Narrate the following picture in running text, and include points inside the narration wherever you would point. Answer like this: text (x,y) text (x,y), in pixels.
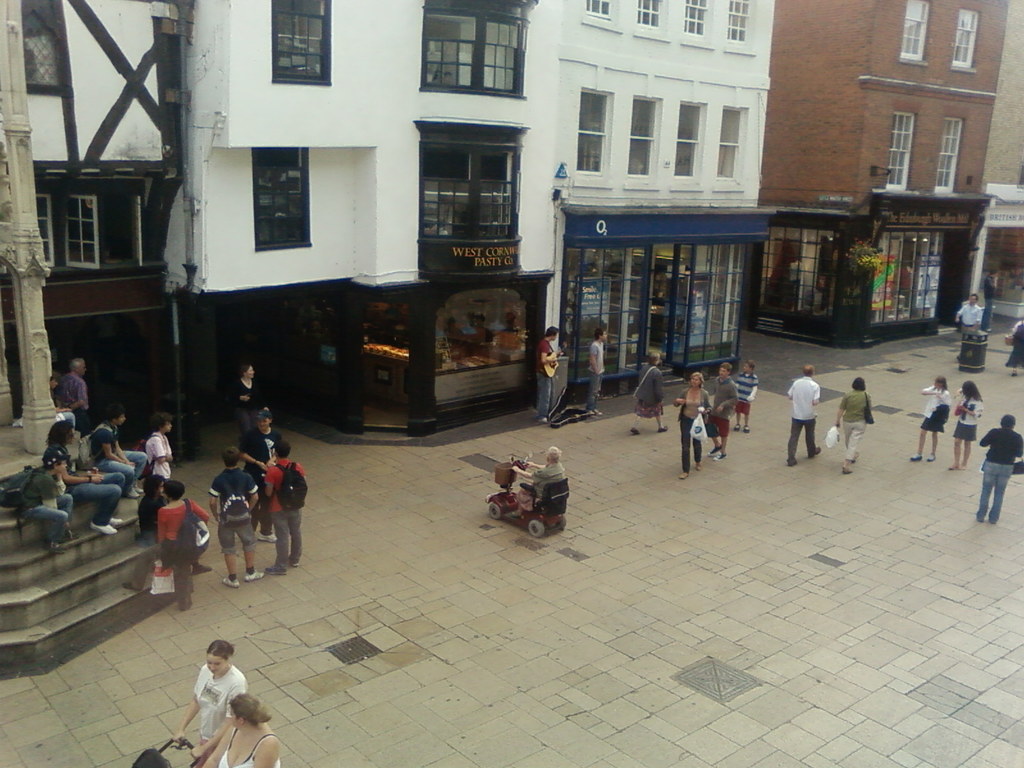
In this picture we can see buildings (824,148) in the background (540,145), there are some people (971,423) walking at the bottom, on the left side (111,470) there are some people (246,468) standing and some people (111,470) sitting on stairs (121,549), we can see windows (724,112) and glasses (772,264) of these buildings (790,277), on the left side (36,271) there is a pole (37,289), we can see a vehicle (535,500) in the middle (510,500).
